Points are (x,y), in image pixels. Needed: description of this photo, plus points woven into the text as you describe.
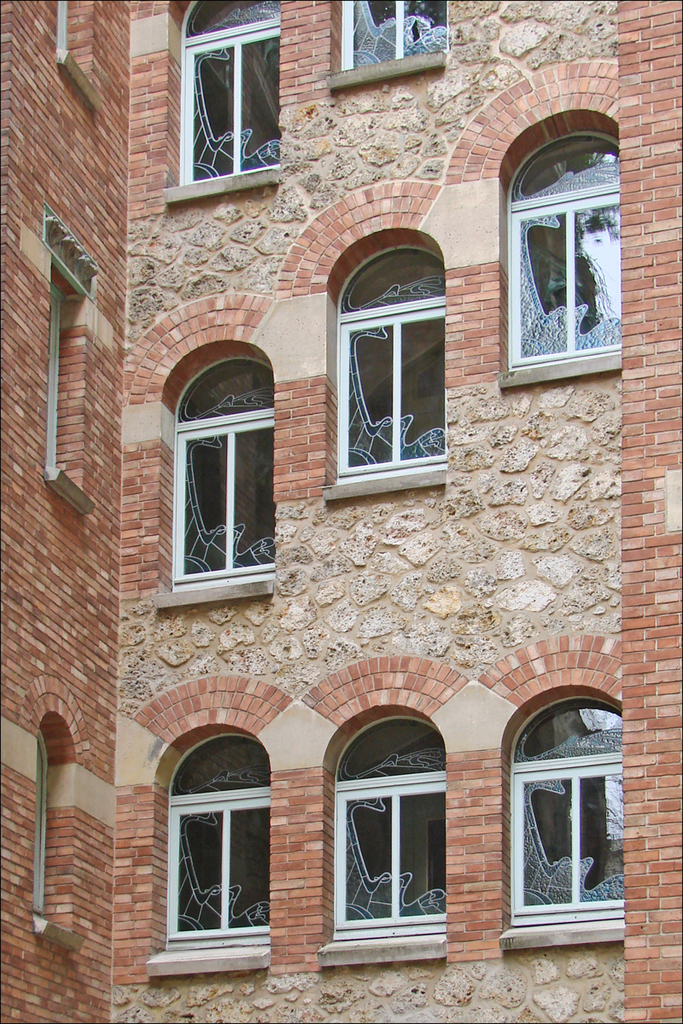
In this image, we can see window (264,371) to a building (312,288).
